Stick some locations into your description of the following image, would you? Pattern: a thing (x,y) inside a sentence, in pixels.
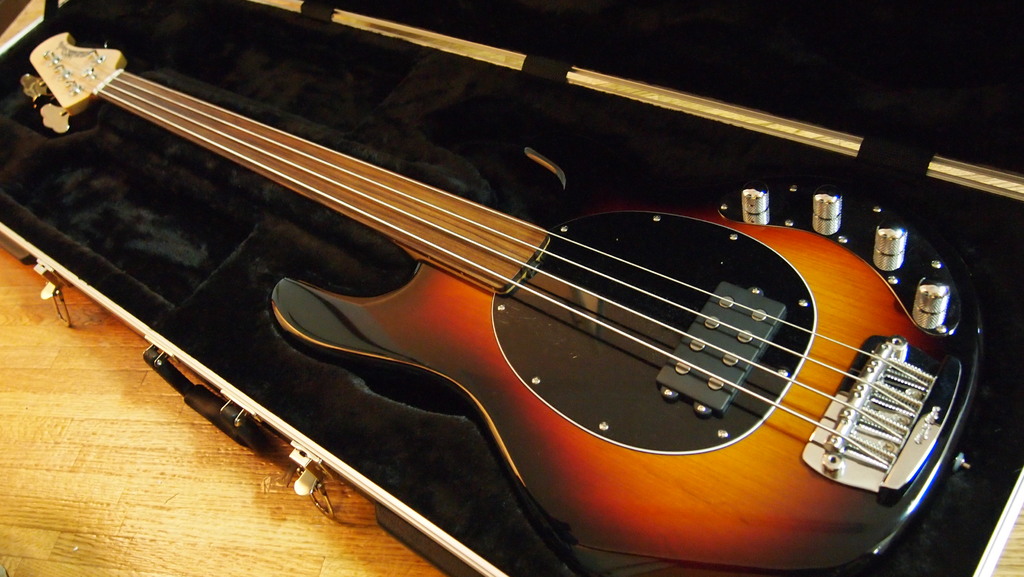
In this picture we can see guitar (157,98) where this is placed in a box (175,26).
